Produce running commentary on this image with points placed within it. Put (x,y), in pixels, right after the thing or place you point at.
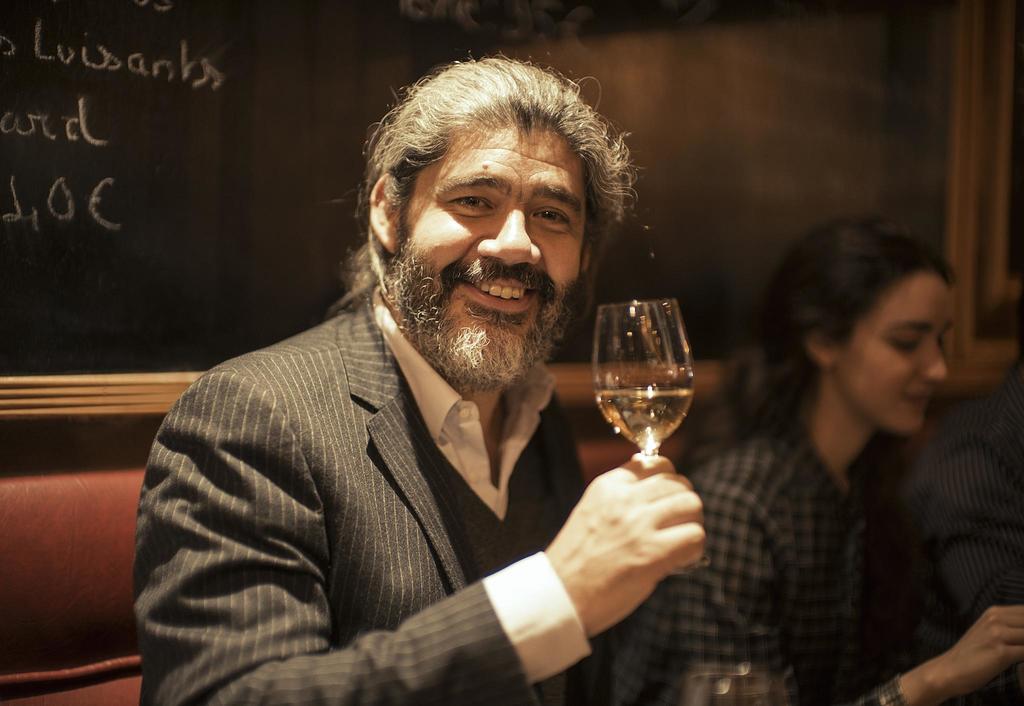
Here we can see that a person (530,130) is sitting on the chair (11,609) and smiling, and holding a wine glass (661,411) in the hand (611,520), and at beside a woman (826,405) is sitting.
